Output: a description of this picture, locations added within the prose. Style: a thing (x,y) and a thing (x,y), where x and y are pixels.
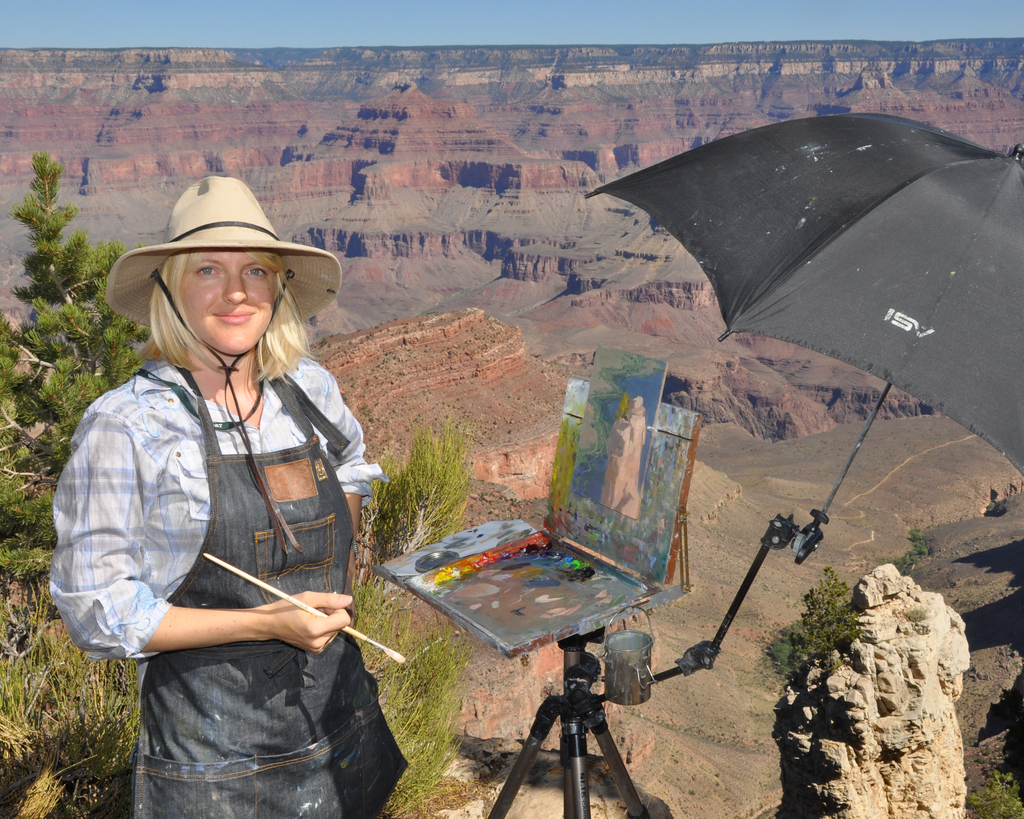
In the foreground (208,659) I can see a woman (150,677) is holding a brush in hand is standing in front of a stand (577,719) on which a painting paper (624,536) is there and an umbrella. In the background (802,588) I can see trees (46,202), grass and mountains (510,246). At the top (462,23) I can see the sky (437,13). This image is taken may be during a day.
